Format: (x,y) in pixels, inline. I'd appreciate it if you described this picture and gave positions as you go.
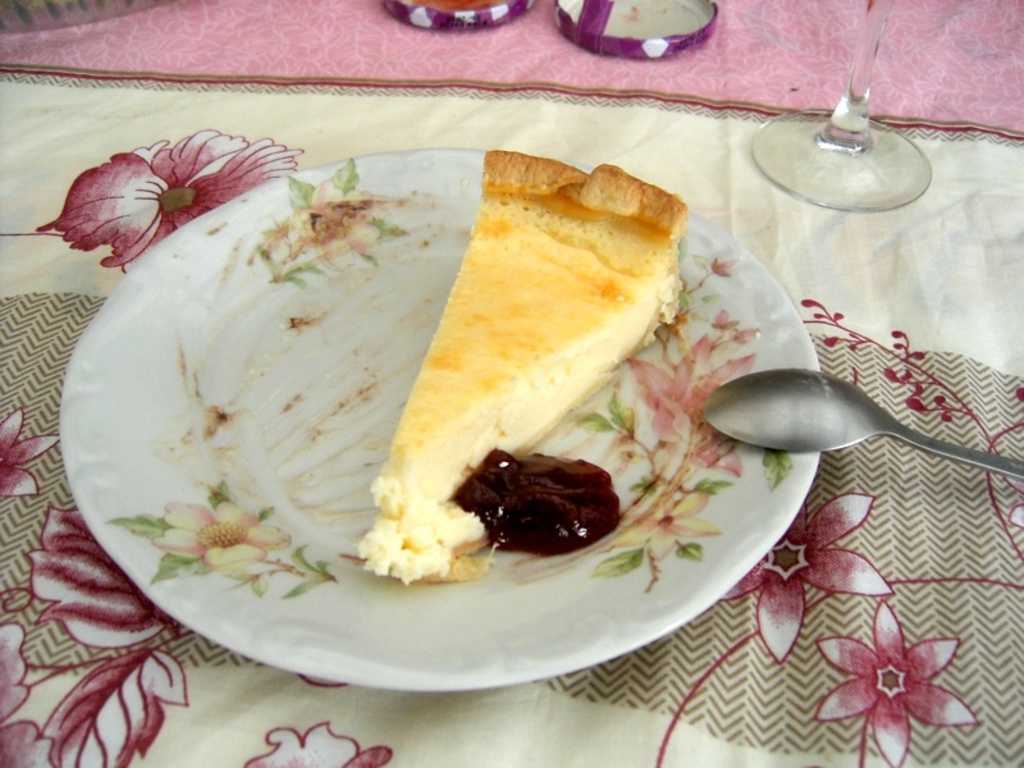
In this image we can see a cake piece (472,414) and sauce (526,517) in a plate (749,482) and there is a spoon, glass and objects (477,3) are on the cloth (254,667).
